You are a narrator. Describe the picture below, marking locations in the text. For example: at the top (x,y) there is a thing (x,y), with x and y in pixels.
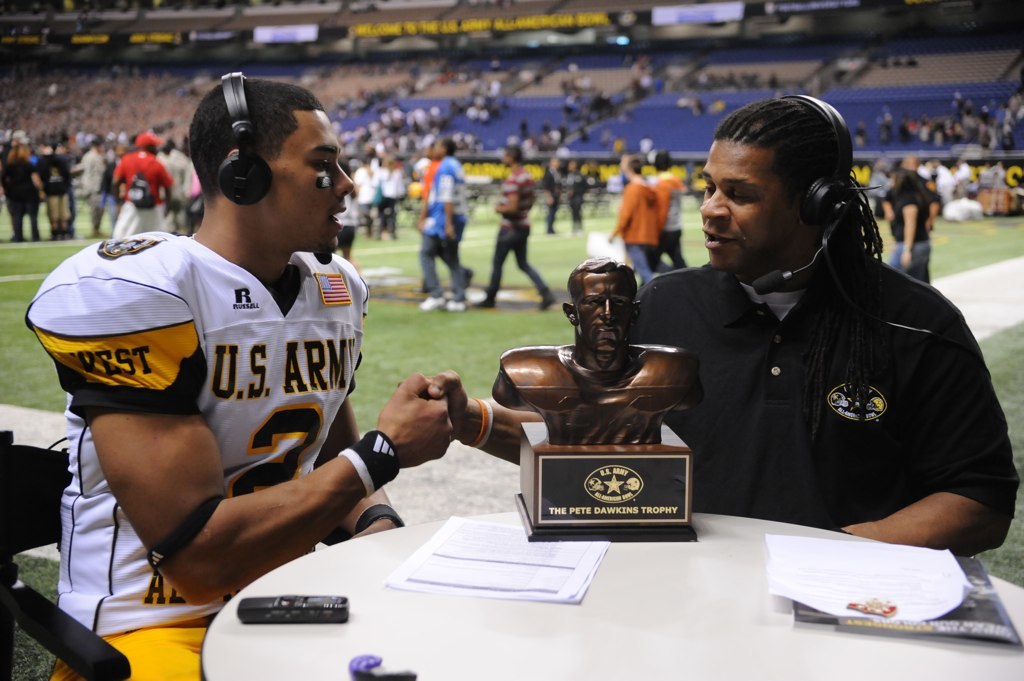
In this image we can see a stadium (600,115). There are many people (295,278) in the image. There are two people (391,408) sitting on the chair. There is a trophy (646,462) and few other objects (524,560) on the table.
